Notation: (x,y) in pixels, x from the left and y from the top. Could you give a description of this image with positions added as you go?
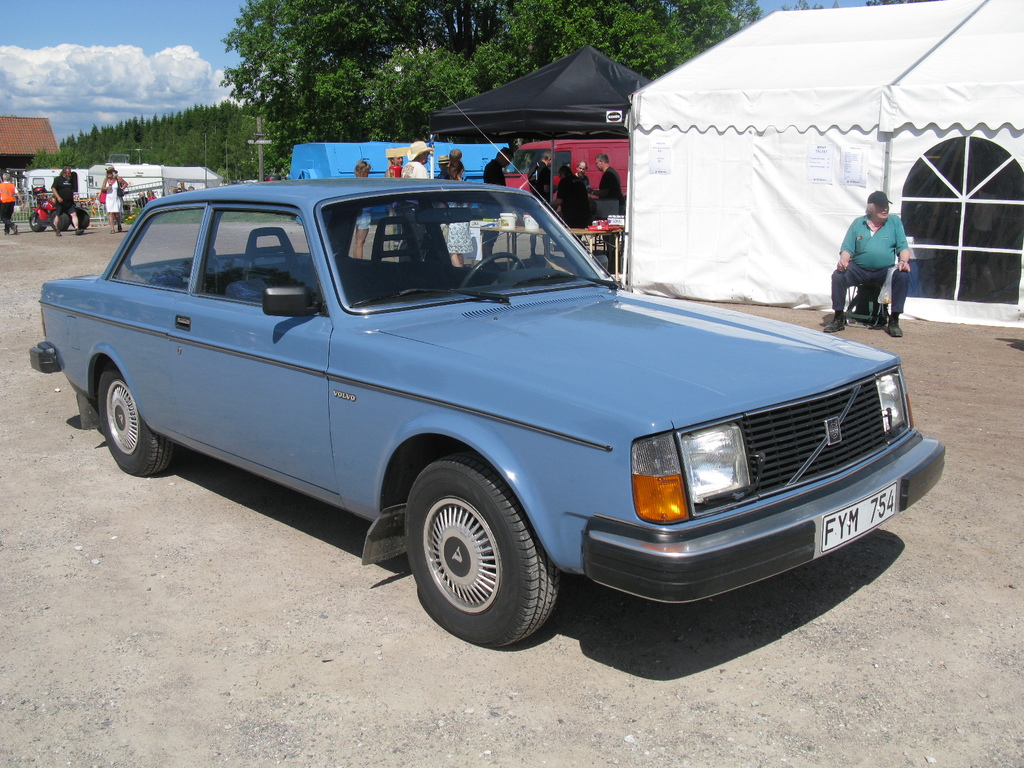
This image consists of a car (600,375) in blue color. At the bottom (453,648), there is a road (697,653). On the right (880,140), we can see a tent (968,107) in white color. And a man (841,293) sitting on a stool (861,319). In the middle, we can see a black color umbrella (519,116) and many people (361,177) standing over there. In the background (276,3), there are trees (187,112). On the left (30,160), there is a house (56,147). At the top (89,10), there are clouds (58,52) in the sky (221,27).
